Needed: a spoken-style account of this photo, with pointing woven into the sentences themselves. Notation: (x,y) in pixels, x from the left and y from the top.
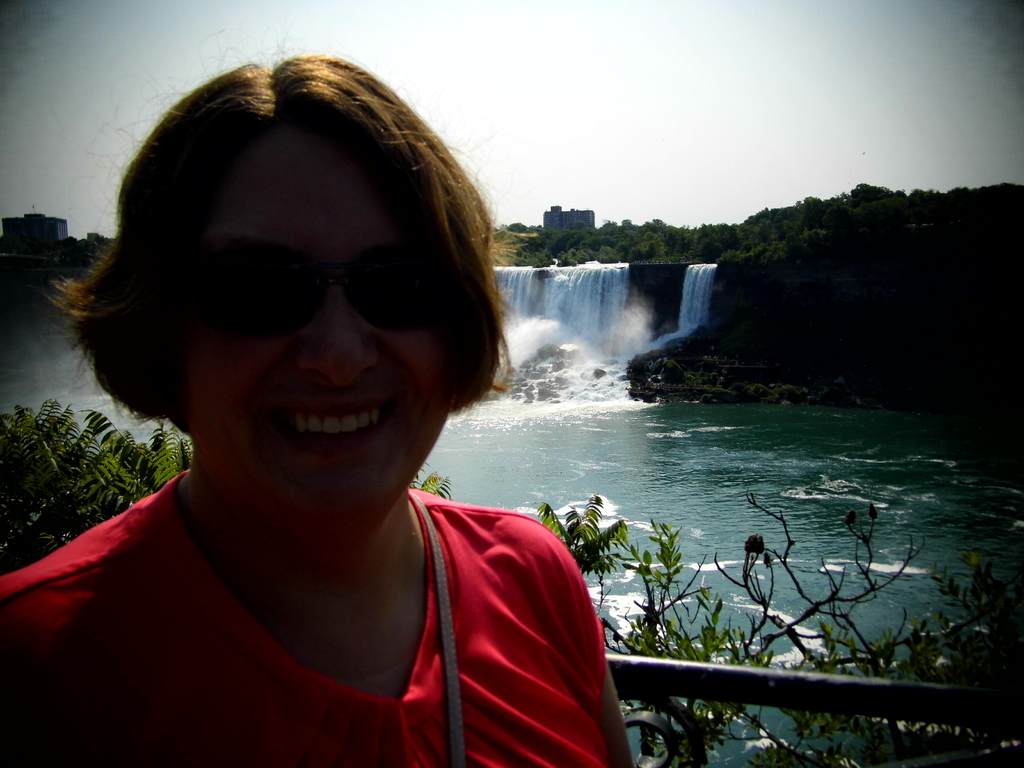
In this image we can see a woman (323,331) wearing glasses (400,326) and also a red t shirt (480,708) and smiling. In the background (573,313) we can see the waterfalls (665,345), building (561,223), and also many trees (751,243). Sky (856,155) is also visible. There is also a fence (874,697) at the bottom (865,699).
